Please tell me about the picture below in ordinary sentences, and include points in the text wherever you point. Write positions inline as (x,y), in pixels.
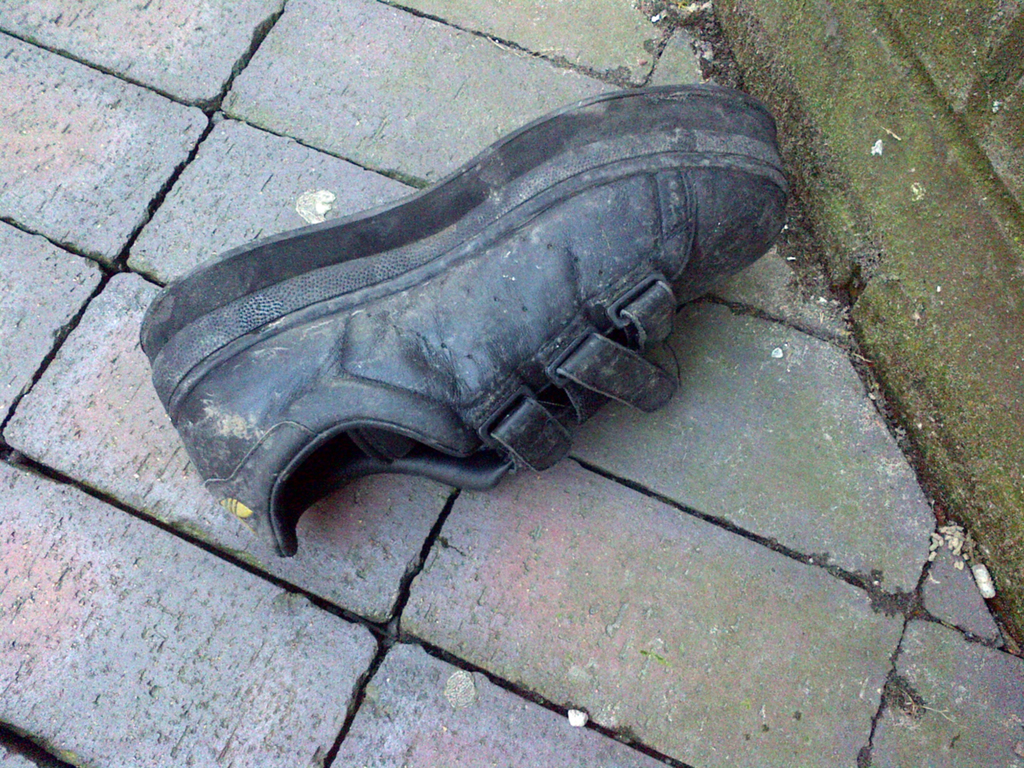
In the middle of the picture (589,319), we see a boot (420,324) or a shoe (332,307) in black color. At the bottom (586,648), we see the pavement (487,580). On the right side (754,40), we see a wall (943,124) which is covered with the algae (913,293).
